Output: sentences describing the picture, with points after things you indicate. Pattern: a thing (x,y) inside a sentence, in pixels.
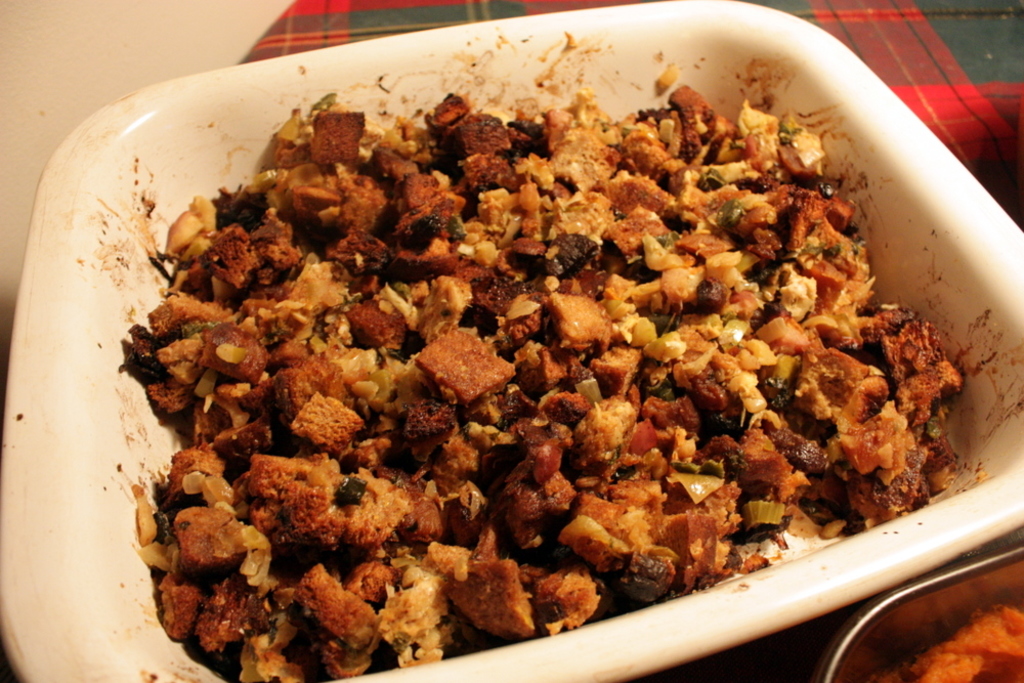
In the center of this picture (368,422) we can see a white color plate (187,658) containing some food items (641,405). On the right (1000,72) we can see a cloth (957,80) and some other objects (1000,643).
